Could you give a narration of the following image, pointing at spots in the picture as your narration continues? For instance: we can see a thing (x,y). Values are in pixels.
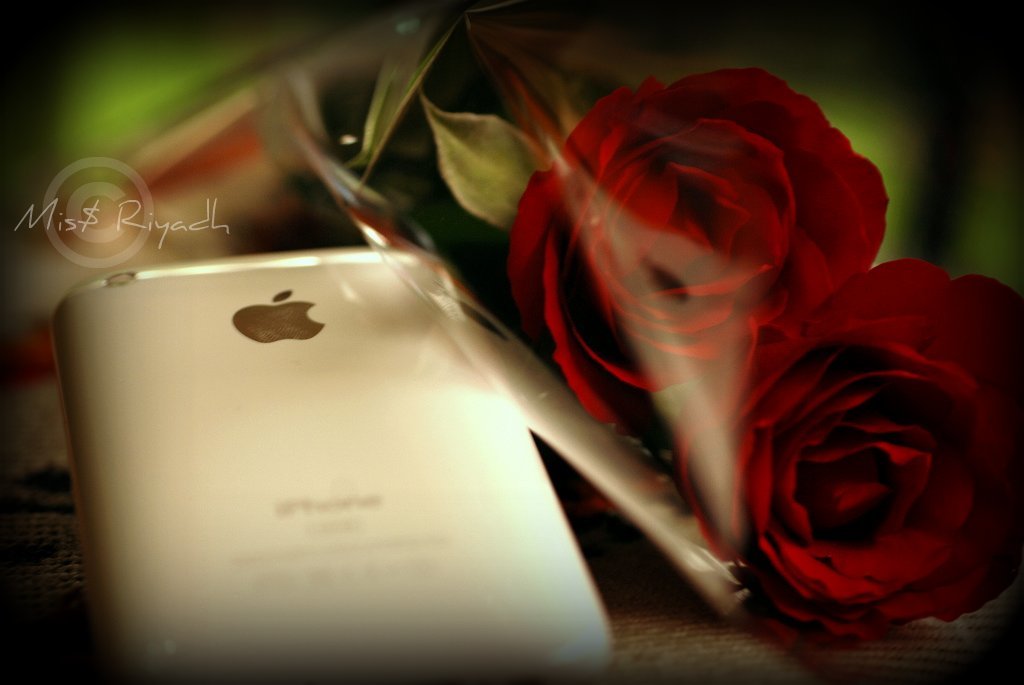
This image is an edited image. At the bottom of the image (669,651) there is a table (859,672) with a mobile phone (351,488) and a bouquet (637,319) with beautiful roses (754,335) on it.
